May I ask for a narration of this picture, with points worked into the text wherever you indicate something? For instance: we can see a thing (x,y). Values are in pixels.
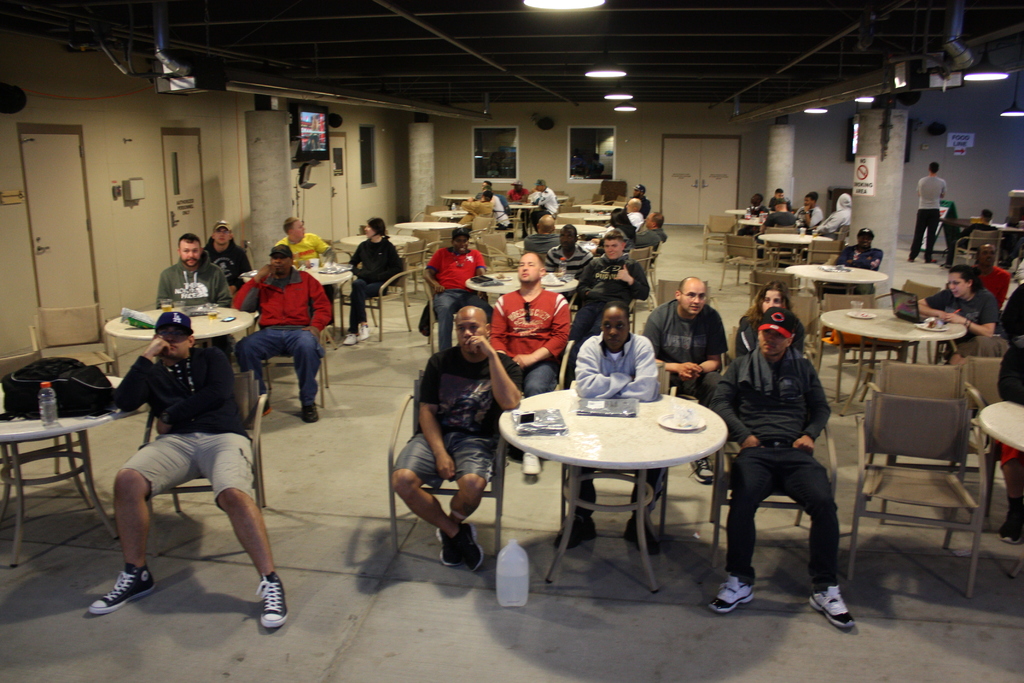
In this image I can see the group of people (576,320) sitting in-front of the table (609,435). On the table (652,428) there is a plate (691,423) and some papers (584,413). To the left (301,141) there is a screen (313,124) and some lights (549,8) can be seen.
